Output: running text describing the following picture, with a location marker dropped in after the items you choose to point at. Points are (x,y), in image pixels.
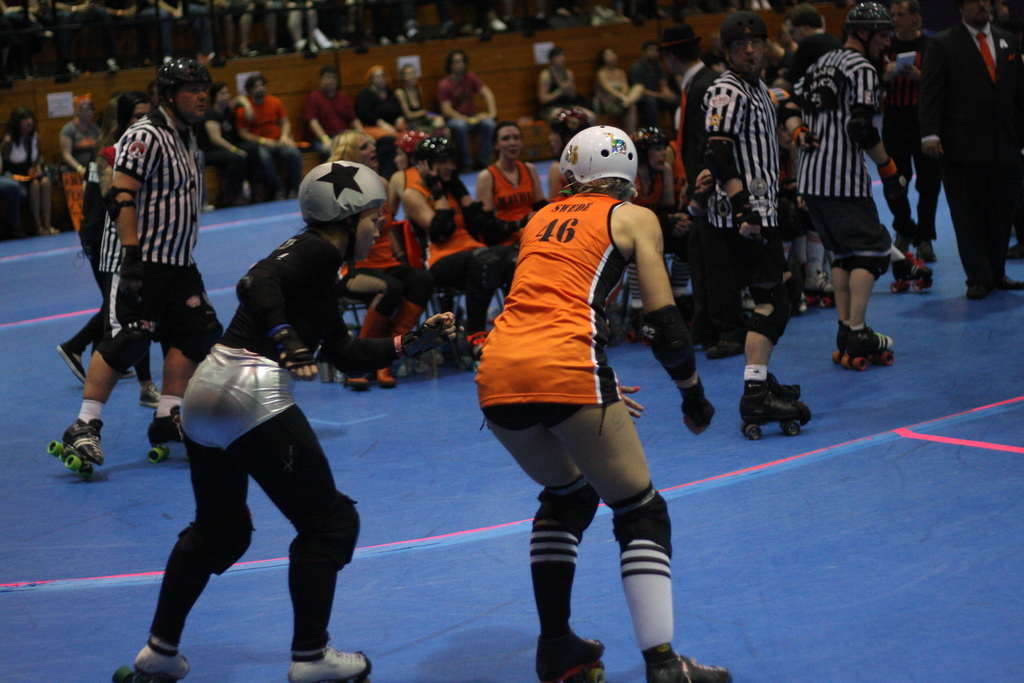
In this picture there are people (709,289) in the image, some are sitting and skating in the image and there are other people (242,129) those who are sitting in the background area of the image (519,129).
